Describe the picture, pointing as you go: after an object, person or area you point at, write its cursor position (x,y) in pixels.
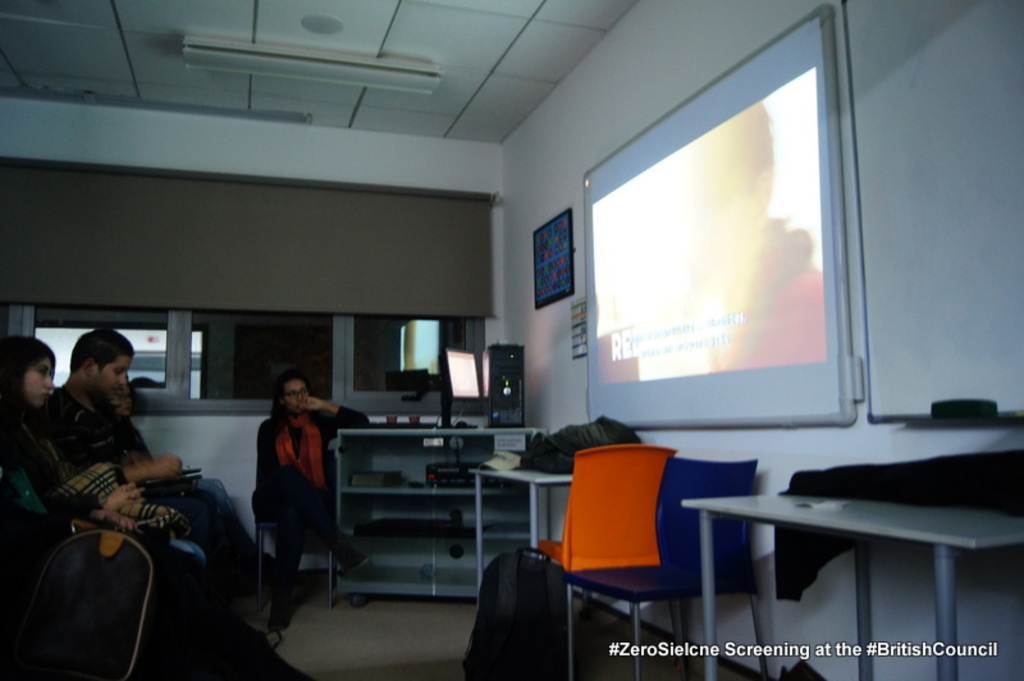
A picture inside of a room (556,297). This screen (762,268) and picture (560,224) is on wall (595,114). In-front of this screen (723,332) we can able to see chairs (615,530) and tables (867,537), on this tables (854,529) there is a CPU (501,388), monitor (468,375), book (398,472), device (454,475), bag (561,455) and cloth (898,501). Beside this chair (593,571) we can able to see a bag (500,644) on floor (388,627). These persons (324,506) are sitting on chair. This woman (303,450) wore scarf (304,442) and spectacles (304,398). Beside this woman (298,387) there is a bag (86,592).
